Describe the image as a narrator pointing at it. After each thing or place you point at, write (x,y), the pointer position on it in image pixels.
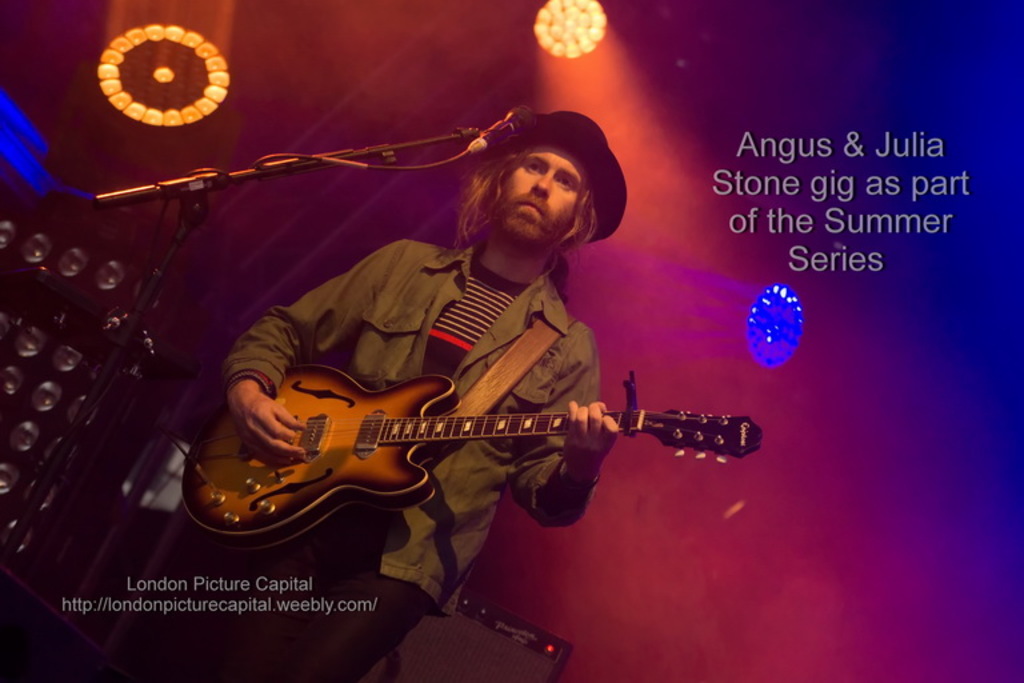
He is standing. He is playing a guitar (459,430). He is wearing a hat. There is a microphone stand (191,211) on the left side (239,179). We can see in the background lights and text (873,180).
